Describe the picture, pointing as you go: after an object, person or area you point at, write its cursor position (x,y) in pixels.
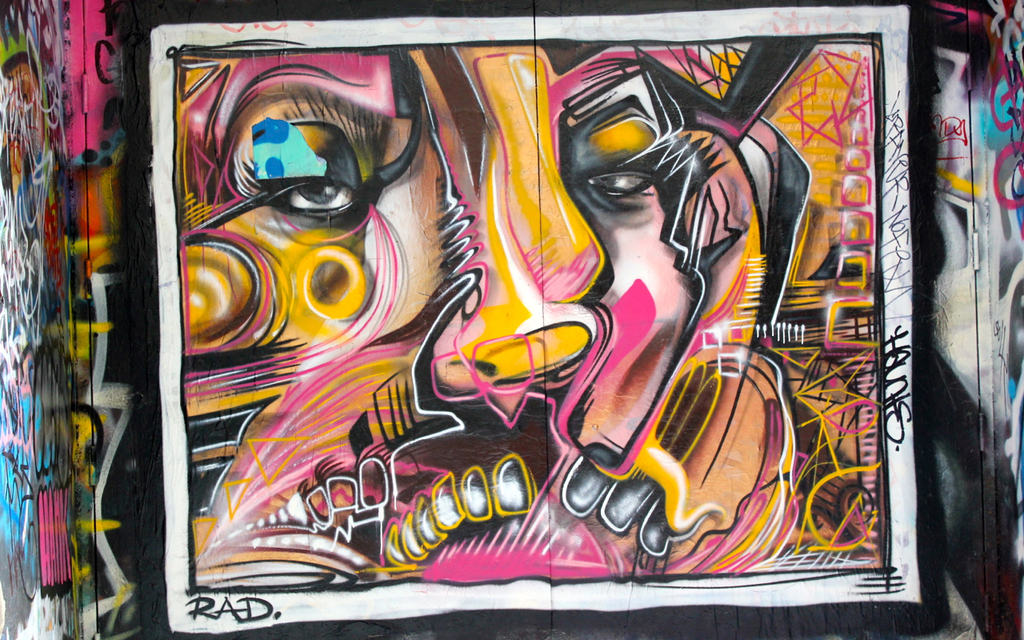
In this picture we can see graffiti (238,262) on the wall (510,326).
